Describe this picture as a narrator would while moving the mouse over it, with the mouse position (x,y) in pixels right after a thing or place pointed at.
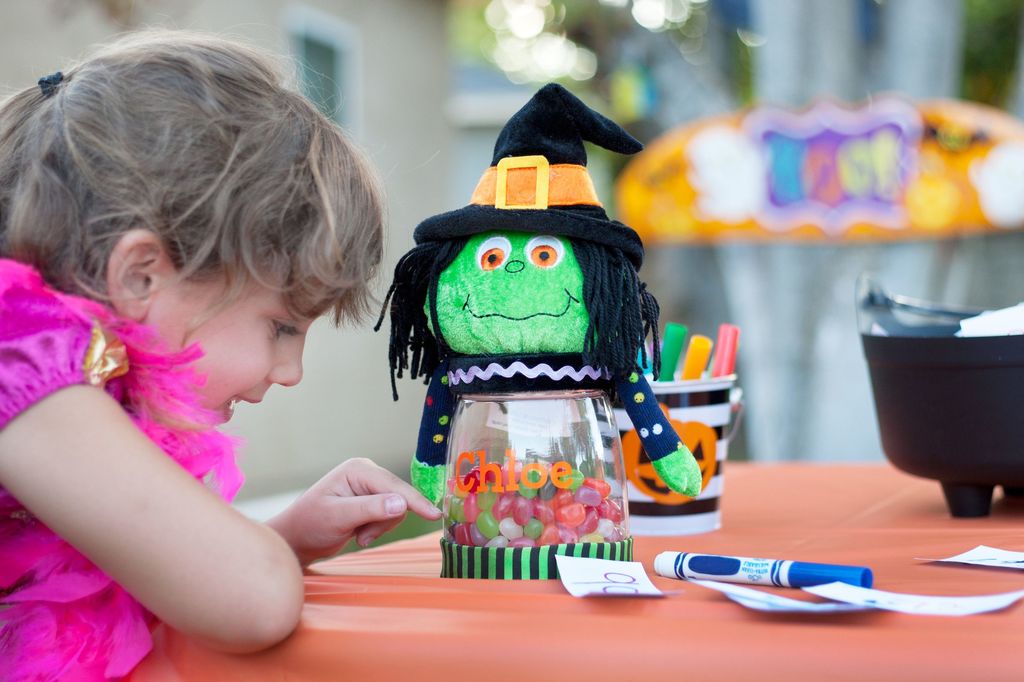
On the left side of this image (101,374) I can see a girl (82,475) wearing pink color dress (61,382) and looking at the toy (475,445) which is on the table (414,660). This table (427,637) is covered with a cloth (499,599) and I can see few papers (861,590), a pen (742,572), baskets (735,399) on this table (861,550). The background (861,90) is blurred.
